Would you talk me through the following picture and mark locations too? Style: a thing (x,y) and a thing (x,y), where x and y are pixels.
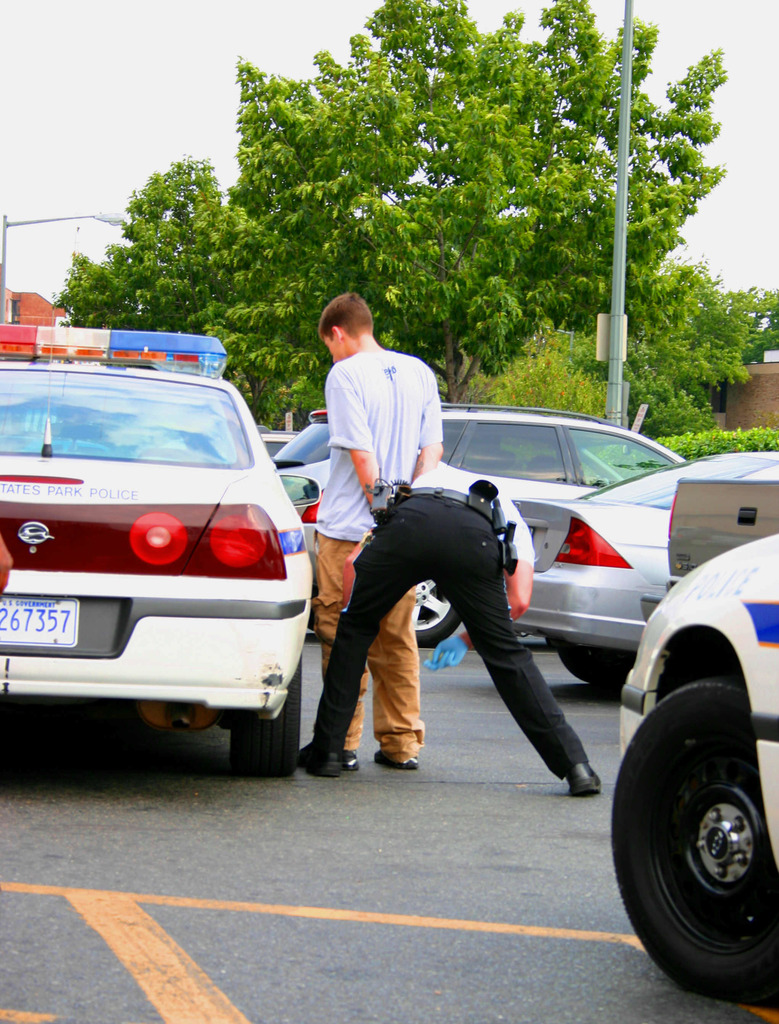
In this image there are two persons (318,520) standing, cars (571,523) on the road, and in the background (566,309) there is a house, poles (617,323), light (75,336), trees (256,228), sky (139,34).
